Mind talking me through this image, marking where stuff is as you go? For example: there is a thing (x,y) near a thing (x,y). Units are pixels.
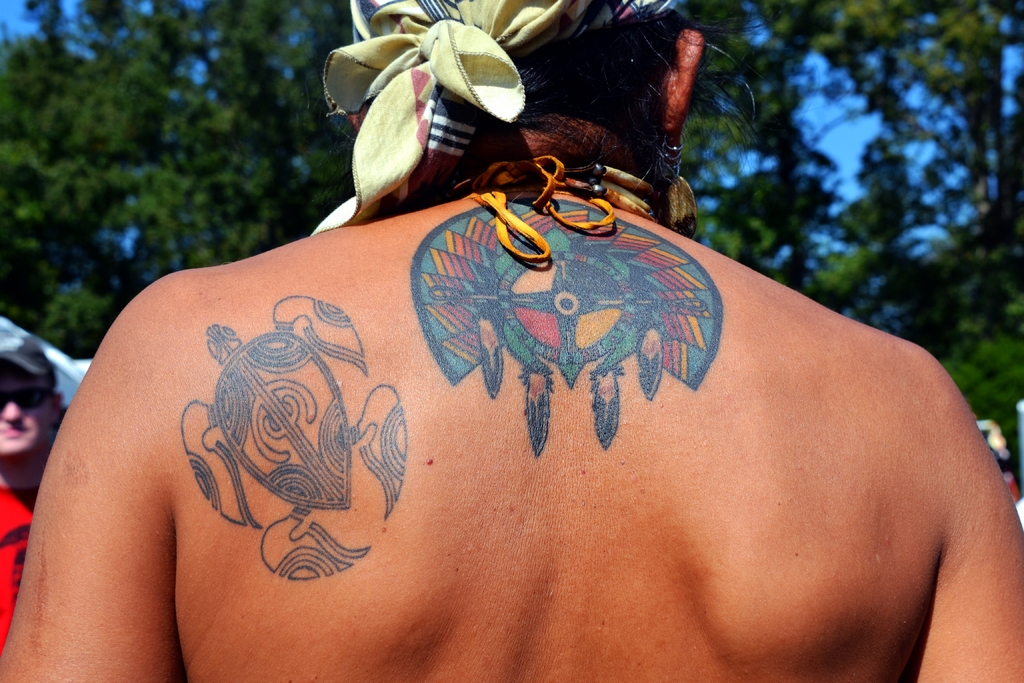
The person (462,119) in front of the picture has tattoos (458,256) on his or her back (507,435). We see a yellow color cloth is tied to his or her hair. On the left side (11,544), the man (6,560) in red T-shirt (12,542) who is wearing goggles (16,397) and a cap (45,381) is standing. In the background (196,141), there are trees (177,111).
